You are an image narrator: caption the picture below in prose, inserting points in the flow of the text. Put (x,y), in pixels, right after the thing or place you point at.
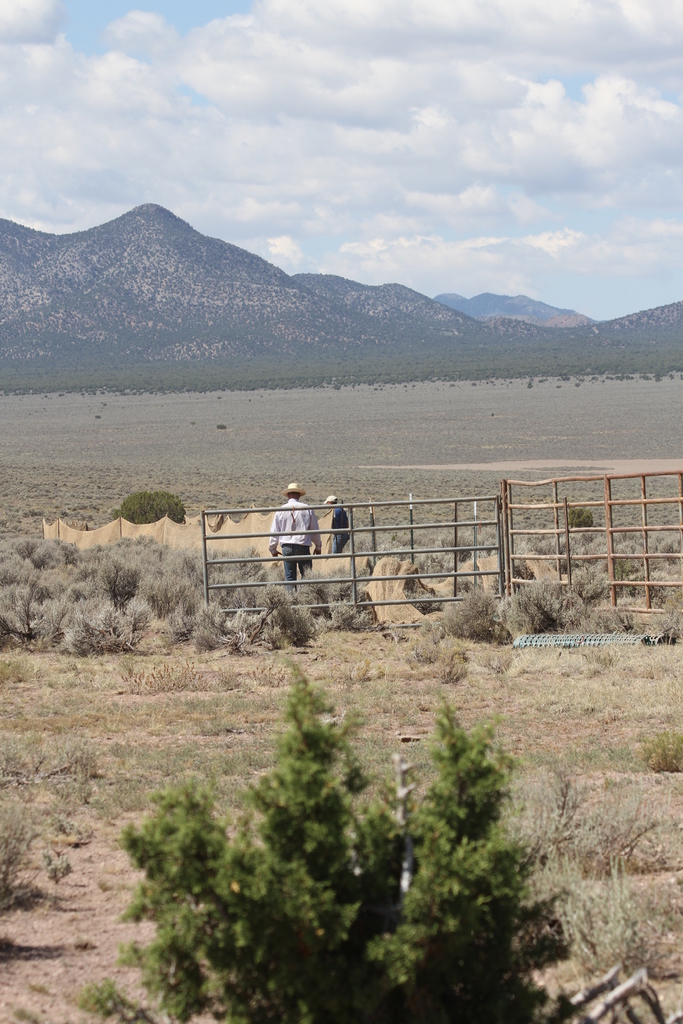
In this image I can see an open ground (347,589) and on it I can see grass (334,691) and I can see few people (285,565) are standing, I can see both of them are wearing hats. In the background (391,320) I can see mountains (135,277), clouds (129,29) and sky (177,27).
